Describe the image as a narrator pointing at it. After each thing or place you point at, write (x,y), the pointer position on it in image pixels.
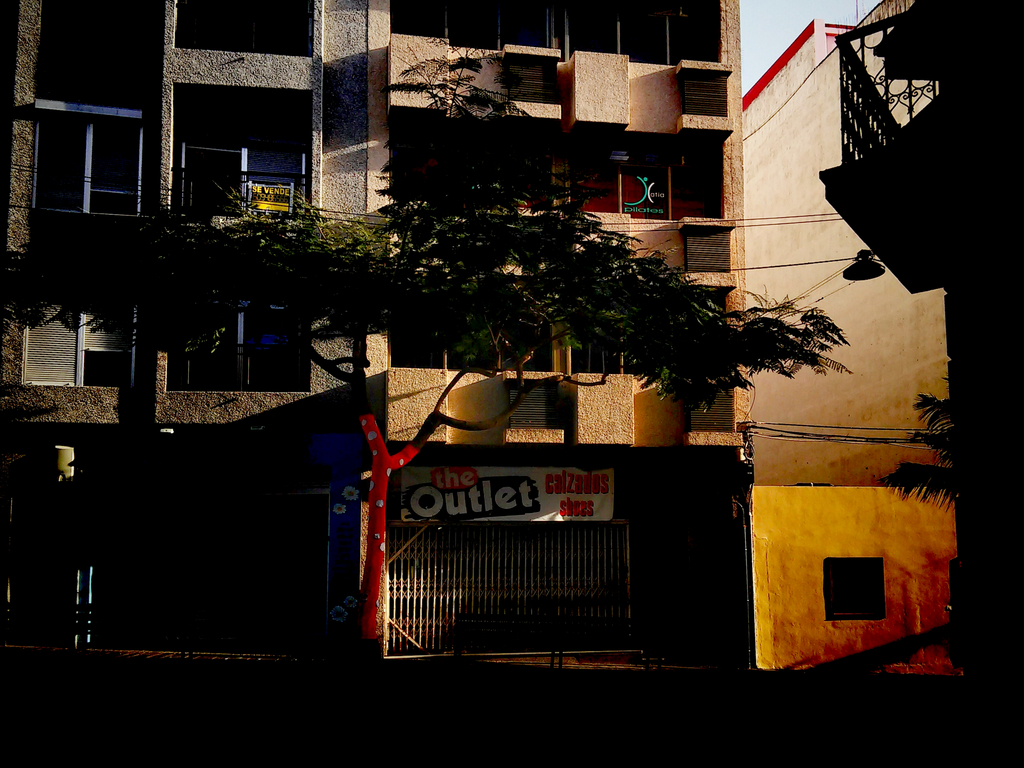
In the center of the image (651,508) there is a building (681,574). There is a gate (419,559). There is a tree (408,186). There are windows (41,163).
